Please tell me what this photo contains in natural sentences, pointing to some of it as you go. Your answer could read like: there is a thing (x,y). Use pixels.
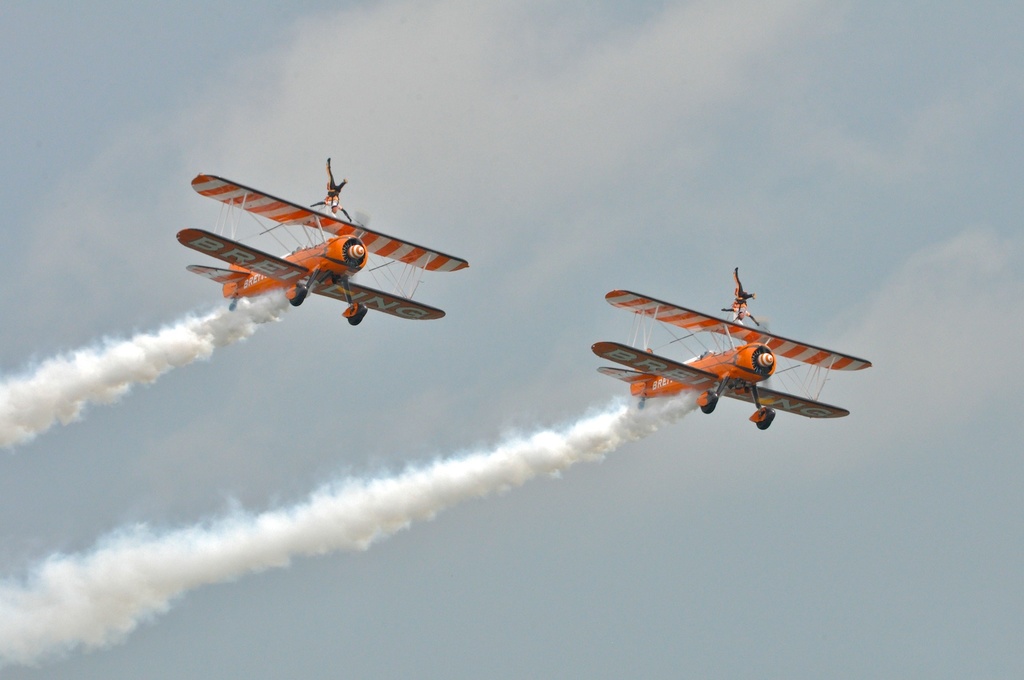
In the image there are two aircraft (299,274) flying in the sky (277,352), they are leaving smoke (560,431) from behind.
